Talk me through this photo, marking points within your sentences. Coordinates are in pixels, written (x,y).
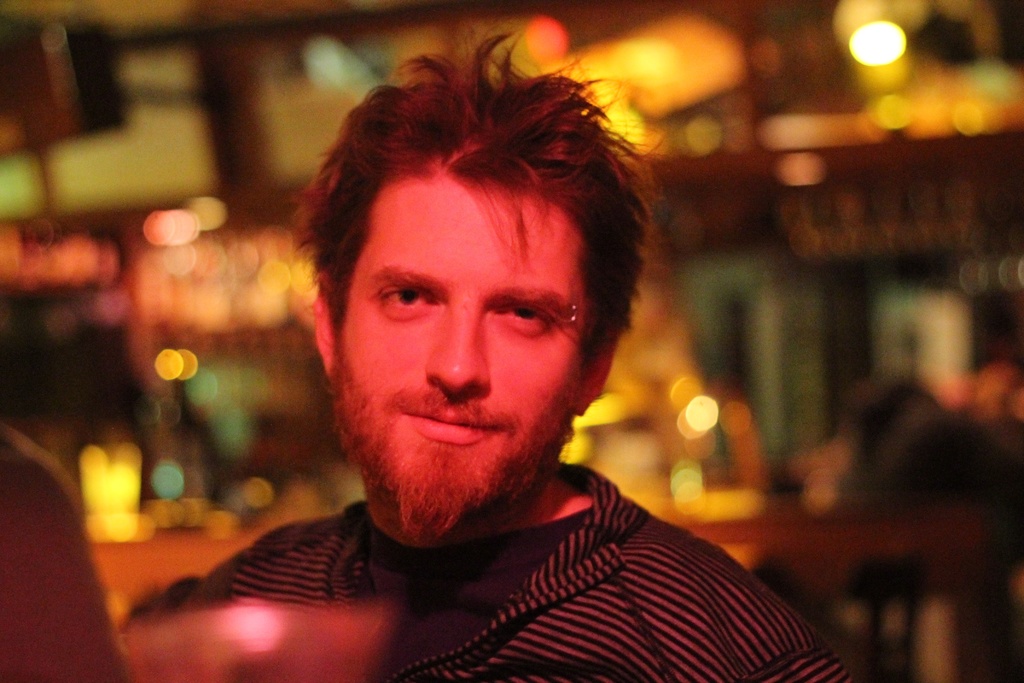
In this image we can see a man (444,466). In the background (185,360) we can see lights (243,251).
